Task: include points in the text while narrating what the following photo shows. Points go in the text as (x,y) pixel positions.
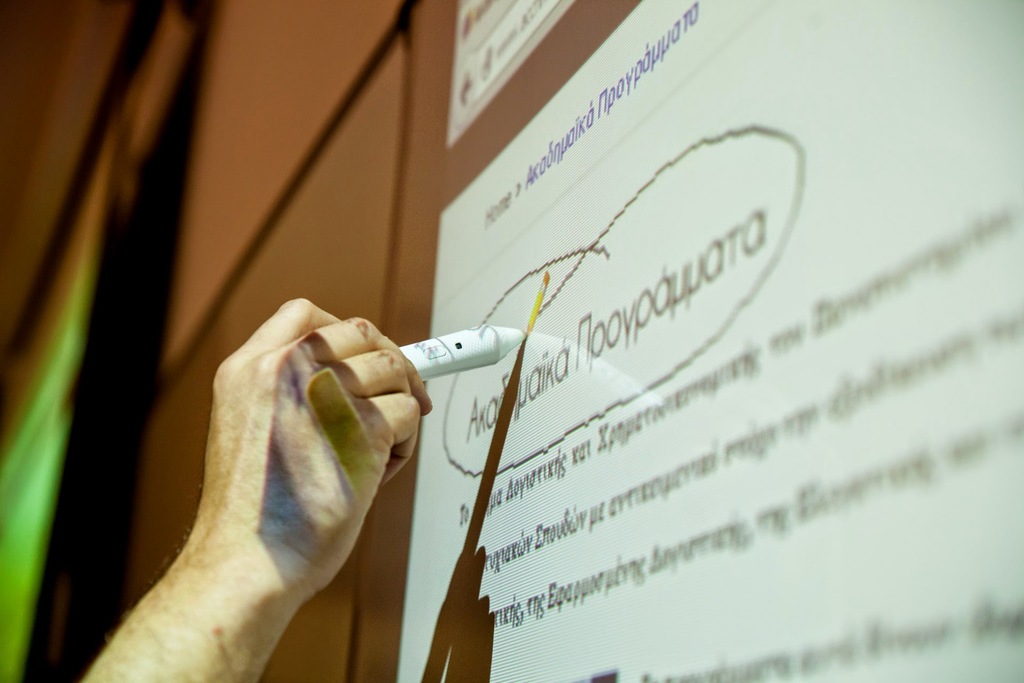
In this image we can see a person (355,402) holding marker (470,344) in the hand (391,371) and pointing it on the screen (686,220).
